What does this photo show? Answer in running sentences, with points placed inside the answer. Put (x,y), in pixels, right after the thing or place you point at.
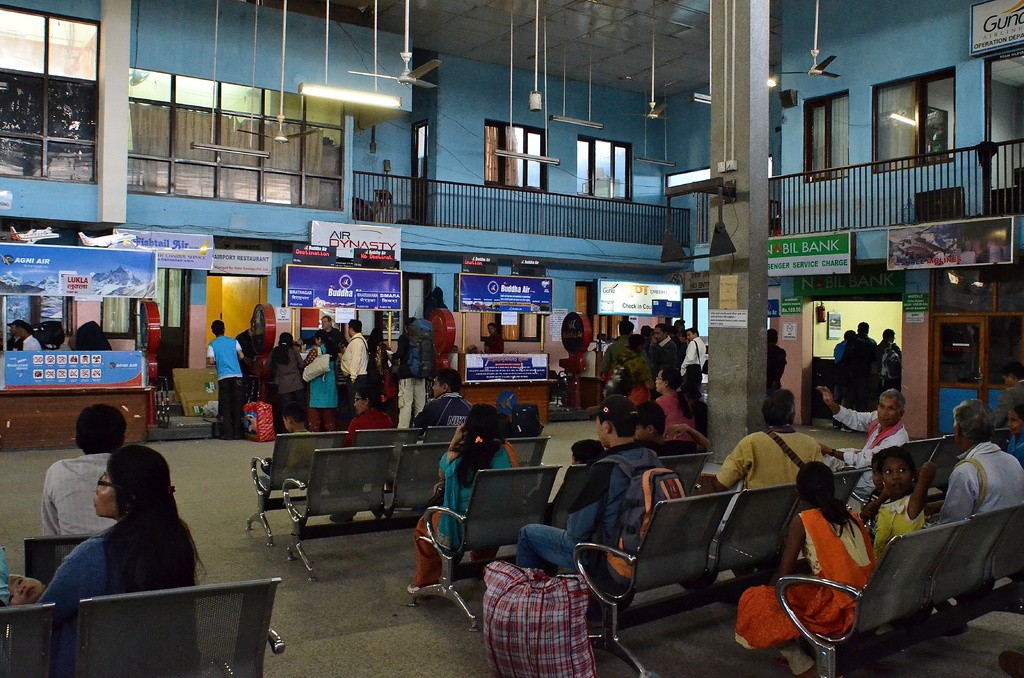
In the center of the image (345,396) we can see people (690,372) standing. At the bottom (73,601) some of them are sitting and there are counters (532,357). In the background (298,209) there is a wall (232,215), doors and windows (891,139). At the top (418,79) there are fans (417,78) and we can see lights (360,99).
